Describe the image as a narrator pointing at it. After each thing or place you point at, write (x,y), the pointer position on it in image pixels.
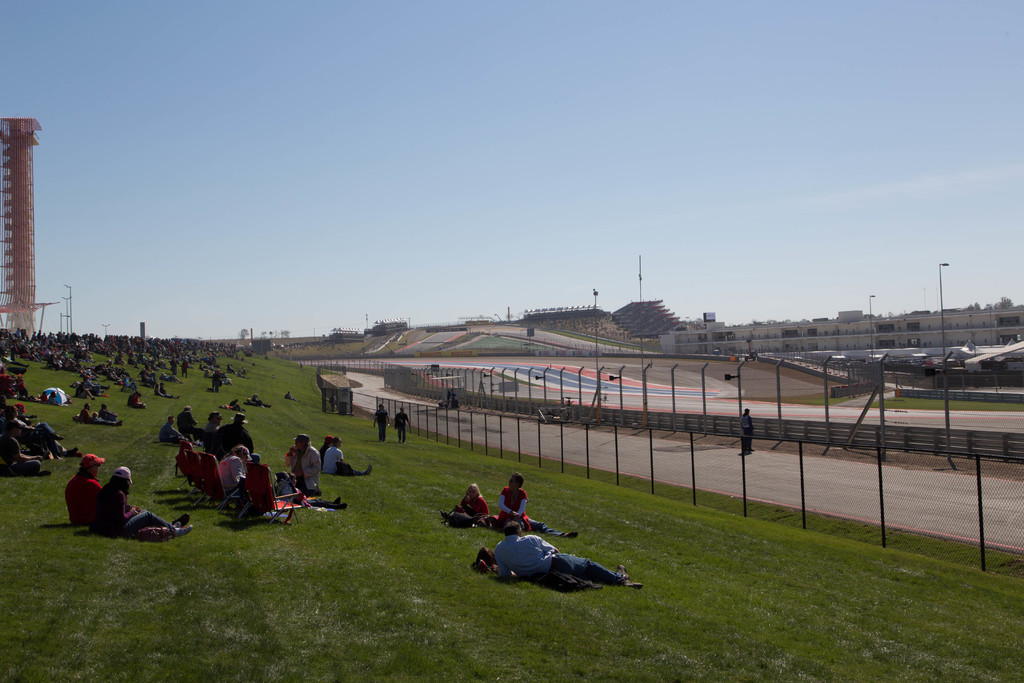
In the foreground (444,441) I can see a crowd (225,471) on grass (357,484), light poles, fence (977,502) and so on. In the background (966,413) I can see a road (833,415), buildings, trees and the sky (526,215). This image is taken, may be during a day.
